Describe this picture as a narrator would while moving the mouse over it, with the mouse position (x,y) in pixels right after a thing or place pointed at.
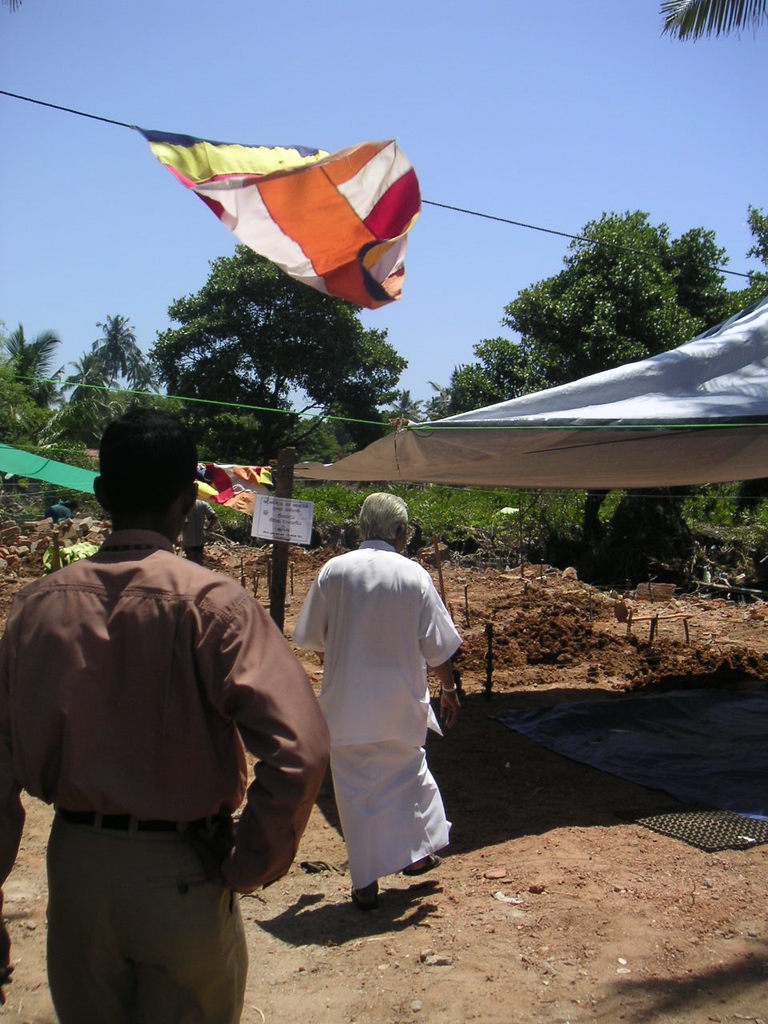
In this image there are two people (283,721) walking, and in the background (666,453) there are some tents (646,398), pole (283,588), boards (288,526), trees (290,324), sand (632,647) and some rods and some objects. And at the top (665,145) there is sky (630,97), at the bottom (584,873) there is sand (506,937) and some objects (677,810).
